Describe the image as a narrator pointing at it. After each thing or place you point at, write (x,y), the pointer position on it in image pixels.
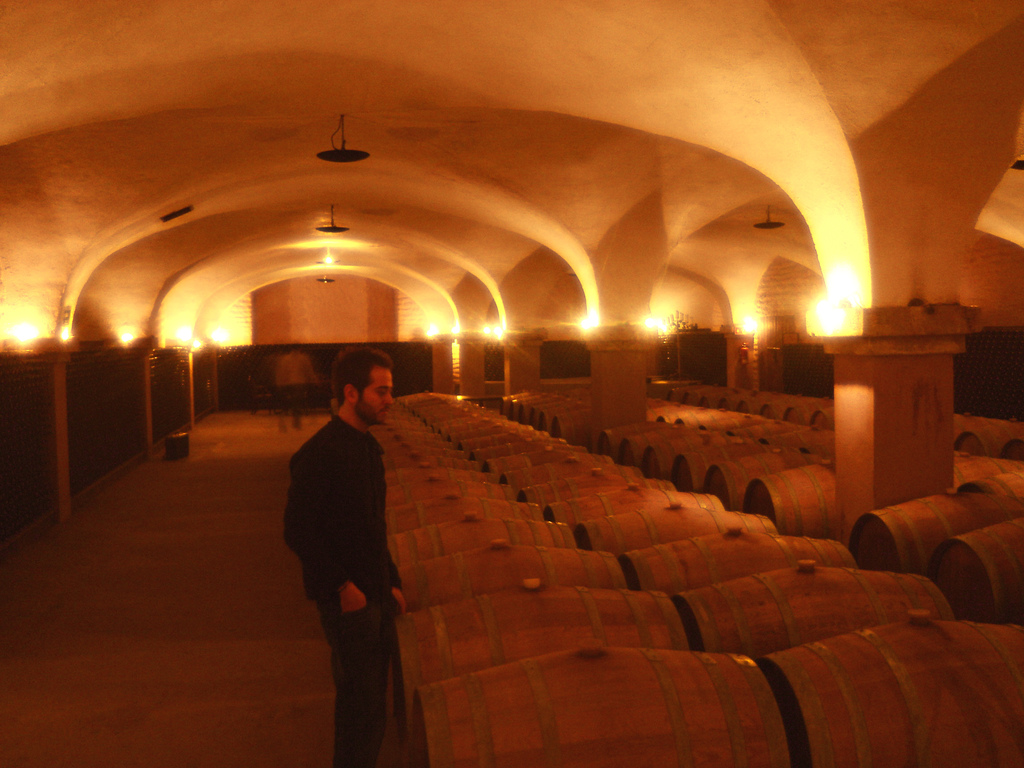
In this picture I can see a man (390,583) standing, few wooden barrels (508,501) and few lights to the ceiling (537,253).
